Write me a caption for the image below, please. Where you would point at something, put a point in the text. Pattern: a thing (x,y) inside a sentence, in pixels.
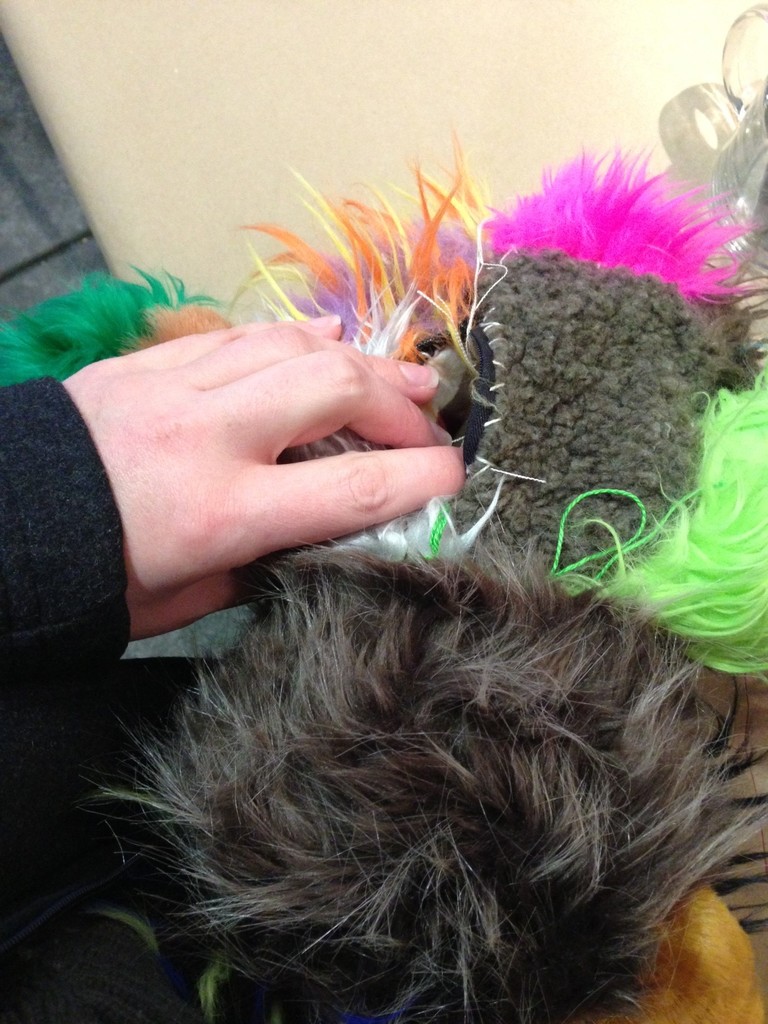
In the center of the image (468,447) there is a toy (499,601) in human hands (307,462). In the background (258,69) there is a wall (259,79).
